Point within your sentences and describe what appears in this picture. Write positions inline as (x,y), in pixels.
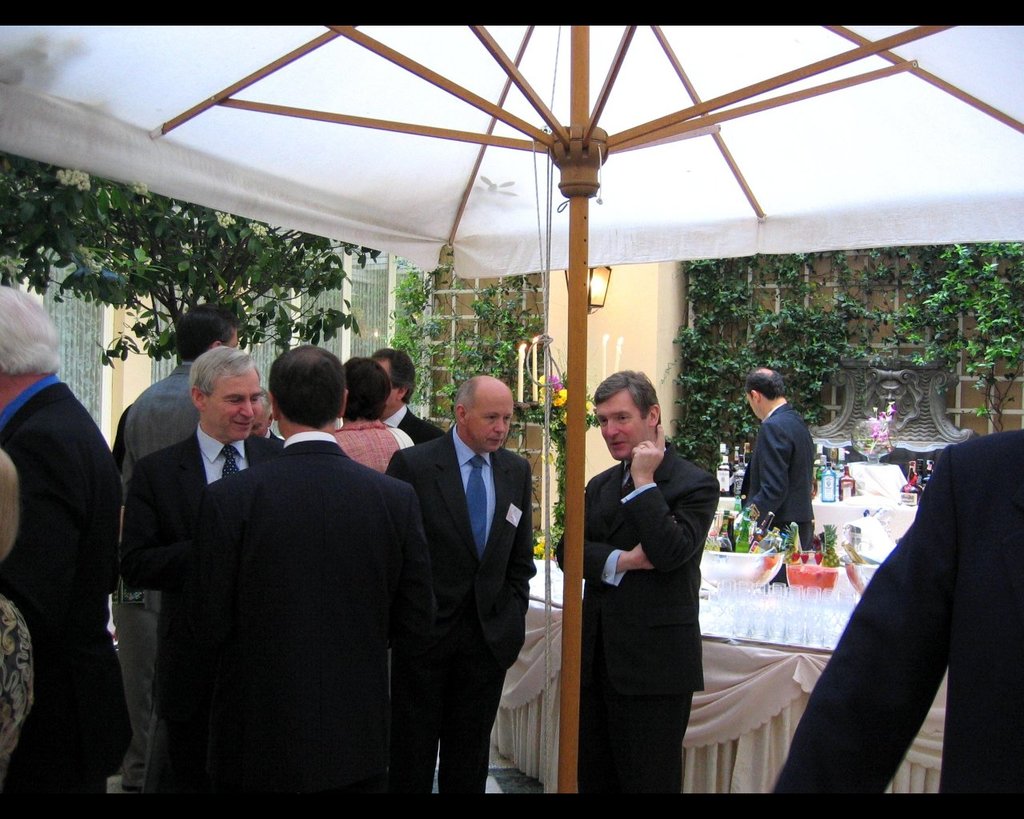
In this image there are a few tables (740,634) arranged with some glasses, drinks (739,483), flower pots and other objects (788,570) placed on it, there is a canopy (486,180), beneath the canopy (438,175) there are a few people (911,562) standing with a smile on their face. In the background (311,249) there are trees (76,218), plants (904,286) and a lamp (590,298) is hanging on the wall (648,316).
